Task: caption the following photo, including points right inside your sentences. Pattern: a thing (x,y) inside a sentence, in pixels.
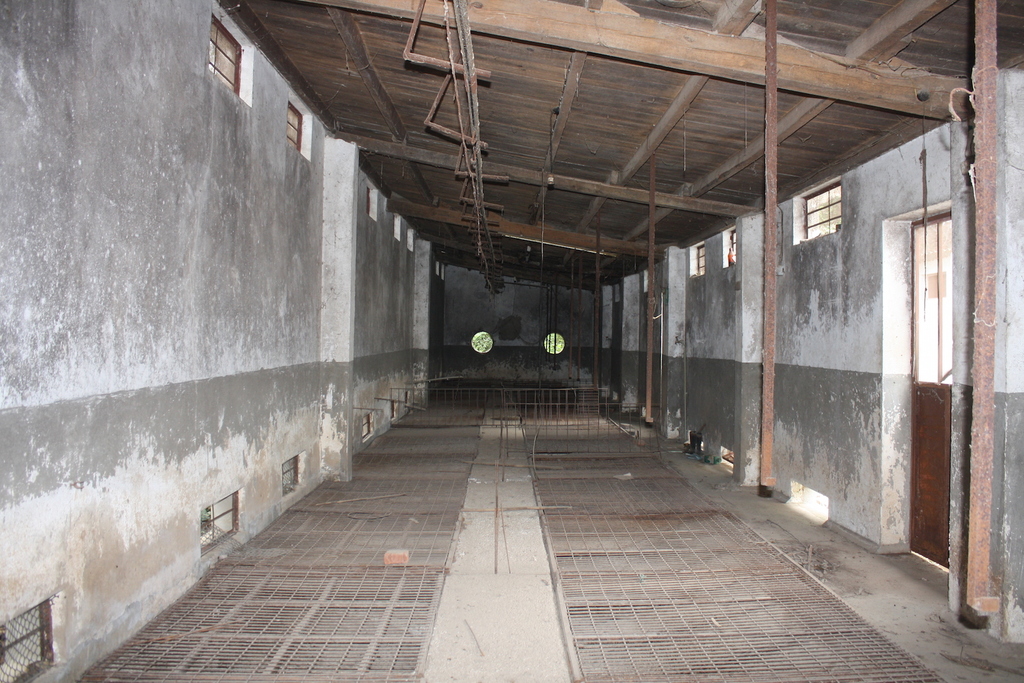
Here in this picture we can see some iron gates (611,565) and railing (501,413) present on the floor (554,423) and at the top (368,45) we can see a wooden roof (536,29) present and on either side of it we can see ventilation windows (824,208) present on the walls (325,234) and on the right side (917,380) we can see doors (931,386) also present.
